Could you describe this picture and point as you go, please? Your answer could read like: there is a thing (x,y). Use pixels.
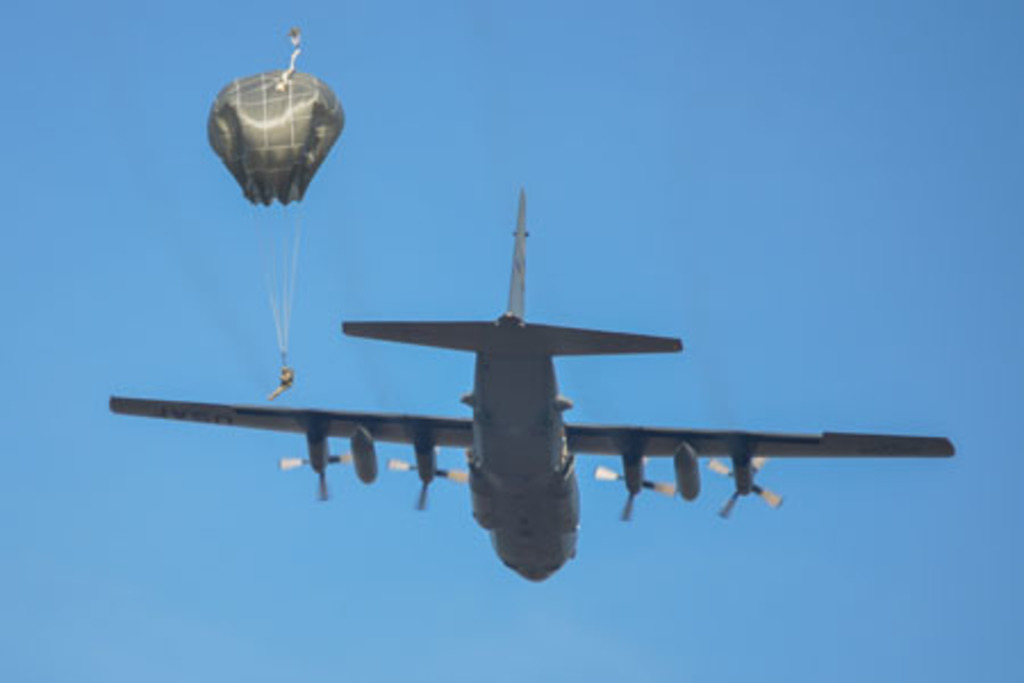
In this picture there is a plane (580,438) flying in the air (879,460) and there is a person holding a parachute (293,165) beside it.
